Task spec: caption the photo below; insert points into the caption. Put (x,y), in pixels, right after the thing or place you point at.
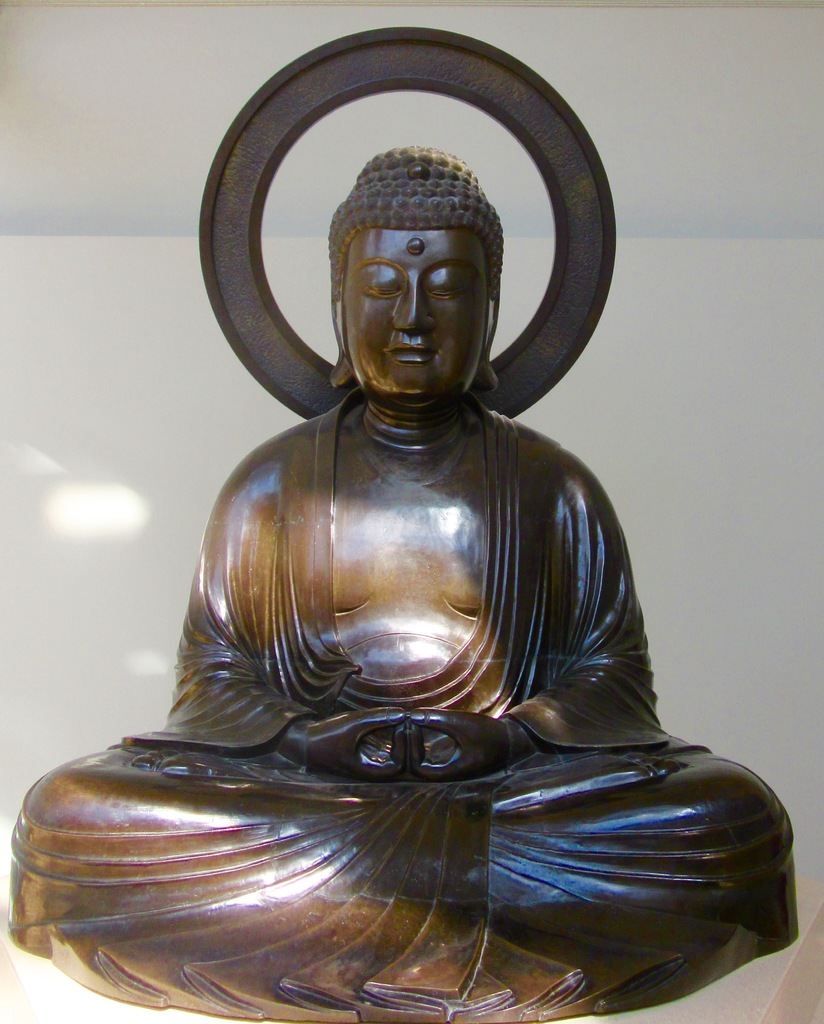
In this picture, we can see a statue of Lord Buddha (293,470) and we can see the background (20,620).
